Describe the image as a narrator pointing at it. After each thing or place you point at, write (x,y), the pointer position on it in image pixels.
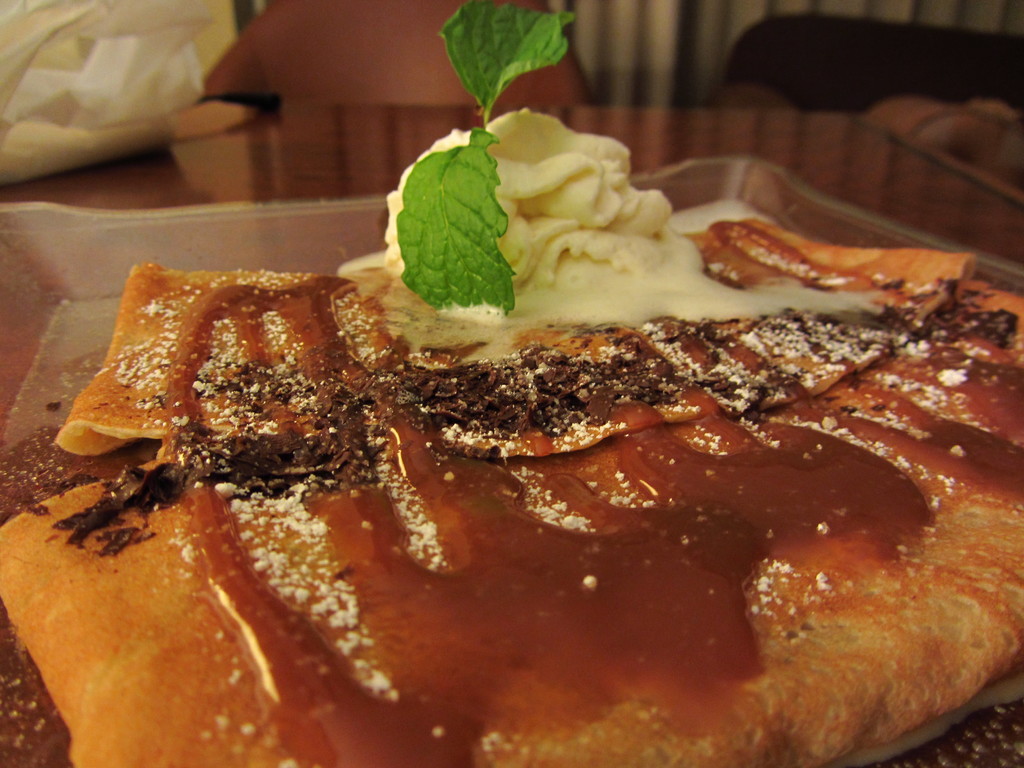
In this image there is a tray (103,279). In the tray (81,387) there is some food (704,521). The tray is on the table (862,180). In the background (834,75) there is a chair (797,62). Behind the chair (817,64) there is a curtain (648,37). On the table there is a cover (100,87) on the left side (100,87) top corner.
